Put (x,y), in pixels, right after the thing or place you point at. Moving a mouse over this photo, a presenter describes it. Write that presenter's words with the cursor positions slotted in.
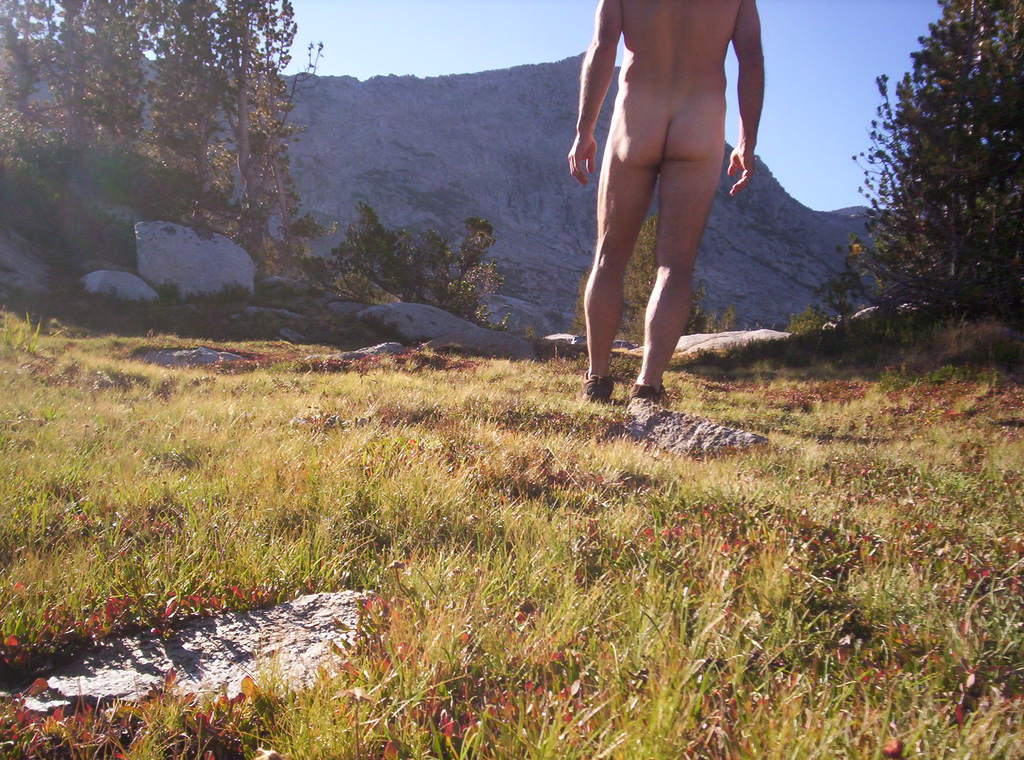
In the picture I can see a person (711,32) without clothes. I can see the green grass (583,397) at the bottom of the picture (765,710). In the background (700,322), I can see the trees (449,278), rocks (662,412) and hills (723,257). The sky (787,69) is clear.
